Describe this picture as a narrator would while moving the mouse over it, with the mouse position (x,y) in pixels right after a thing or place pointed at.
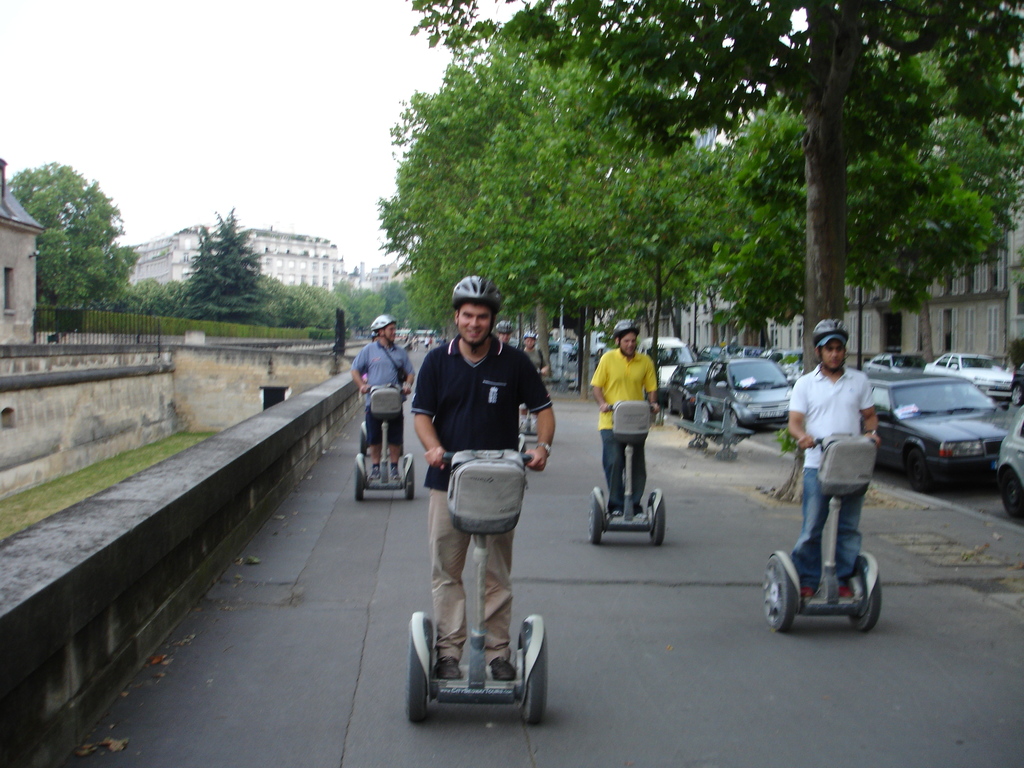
In this image there is a metal fence (157,315), there are trees (92,270), buildings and it looks like a wall (148,491) on the left corner (129,517). There are vehicles (997,437), buildings (959,322) and trees (826,171) on the right corner (911,287). There is a road (665,679) at the bottom (781,705). There are people (843,598) and they look like segways (416,615) in the foreground (483,524). There are buildings (278,275) and trees (420,292) in the background (422,230). And there is sky (419,47) at the top (371,170).
